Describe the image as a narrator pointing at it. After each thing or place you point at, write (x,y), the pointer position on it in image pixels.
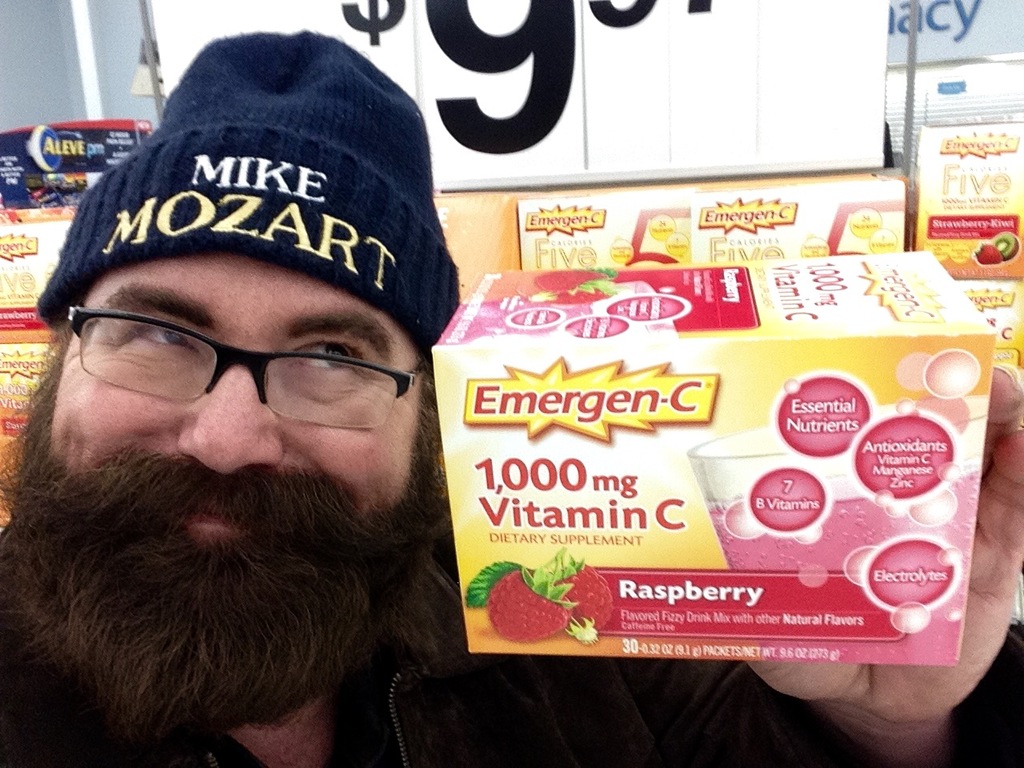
In this image there is a man (138,287) showing the box (670,436). The man (241,393) is holding the box (681,497) with his hand (946,700). In the background (649,174) there is a price tag (658,127) and there are boxes (709,206) below it.
